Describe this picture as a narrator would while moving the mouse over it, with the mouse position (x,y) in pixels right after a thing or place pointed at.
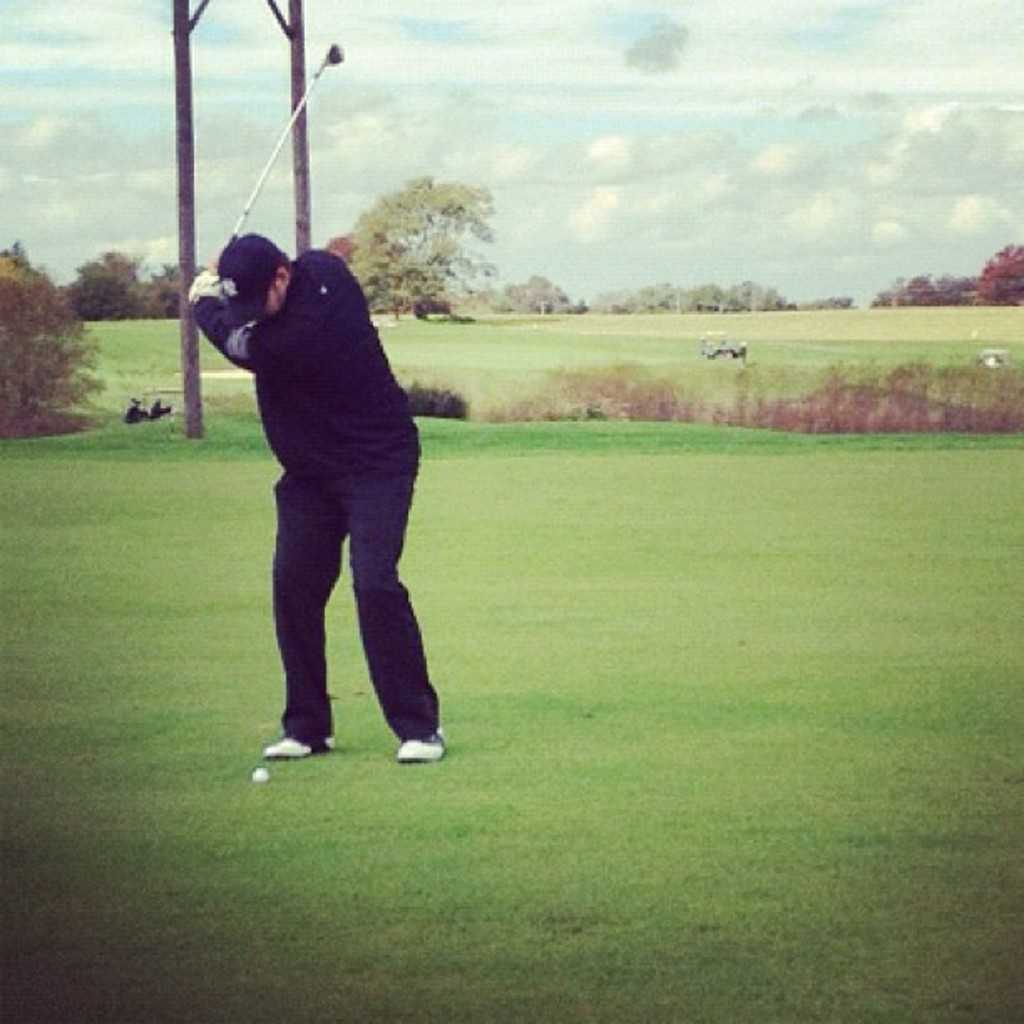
In this image we can see a person (357,348) wearing a black dress (328,322) and cap (269,284) is holding a golf bat (335,58) in his hand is standing on the ground (411,780). In the background (206,228) we can see poles (305,180), trees (938,295) and the sky (797,178).
